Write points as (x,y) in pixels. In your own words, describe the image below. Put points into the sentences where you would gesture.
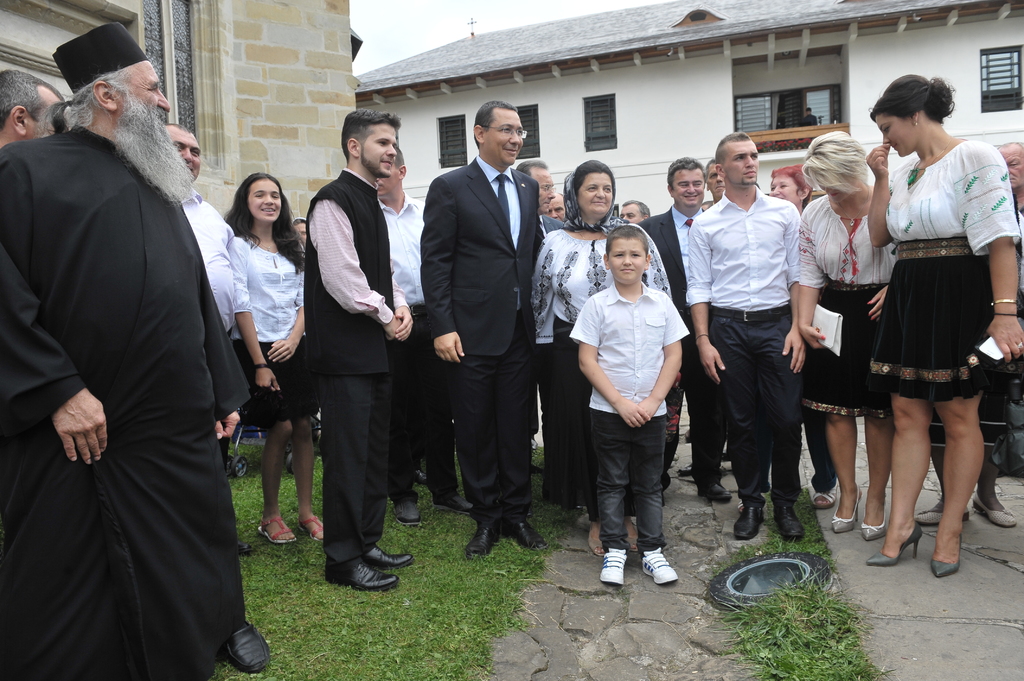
In this picture we can see a group of people (423,441) on the ground (714,614), one woman (906,449) is holding a mobile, another woman (880,443) is holding an object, here we can see an object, grass (754,610) and in the background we can see buildings (409,129), sky (526,19).
